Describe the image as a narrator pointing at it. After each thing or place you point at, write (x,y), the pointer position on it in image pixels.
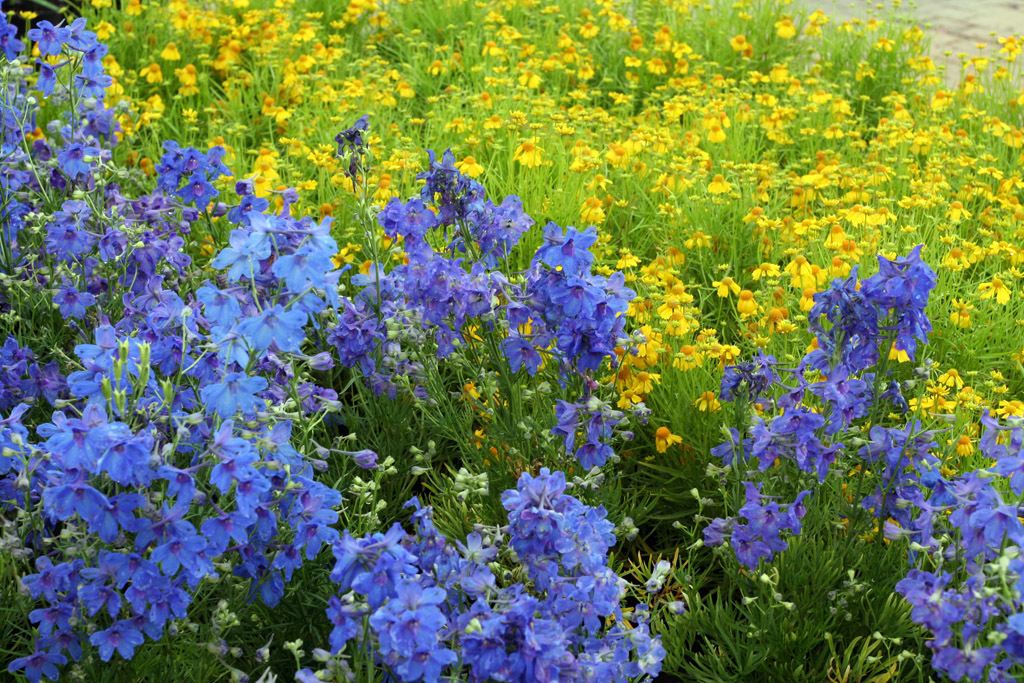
In this picture we can see plants (402,264), flowers (441,281) and buds (754,475).
